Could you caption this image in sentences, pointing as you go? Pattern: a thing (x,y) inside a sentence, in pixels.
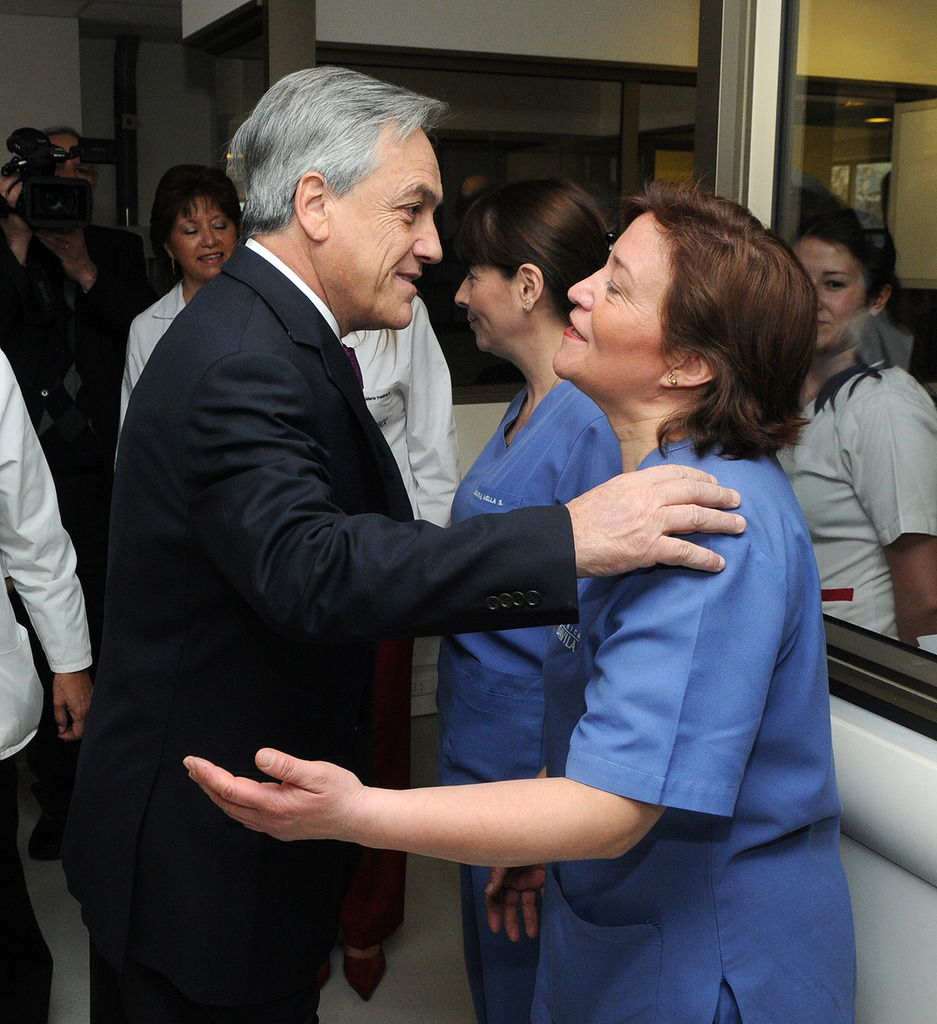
In this image I can see number of people (351,382) are standing and I can see most of them are wearing white colour dress (152,314). I can also see two persons (599,385) are wearing blue colour and rest all are wearing black colour of dress (191,440). On the top left side of the image (87,166) I can see one person (77,164) is holding a camera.
